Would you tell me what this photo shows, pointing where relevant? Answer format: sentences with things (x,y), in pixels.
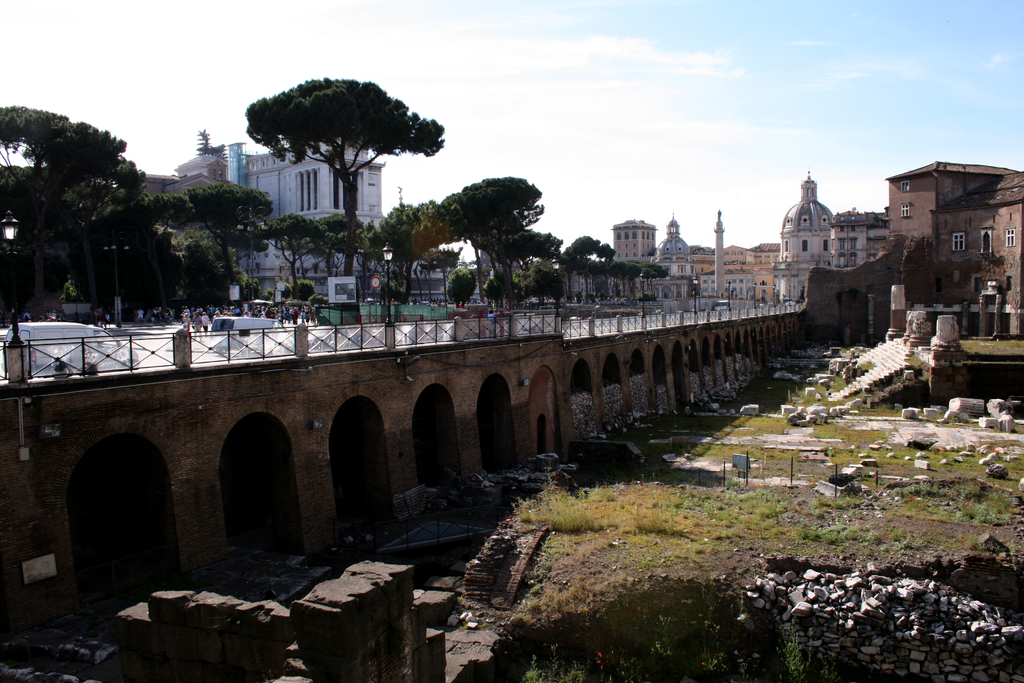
In the image we can see there are buildings (743,284) and vehicles (129,353) on the road (144,343). Here we can see arch (258,447), stones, stairs (886,374), trees (455,196) and the cloudy pale blue sky (622,126). There are people (242,309) wearing clothes (168,317) and the grass (603,516).
